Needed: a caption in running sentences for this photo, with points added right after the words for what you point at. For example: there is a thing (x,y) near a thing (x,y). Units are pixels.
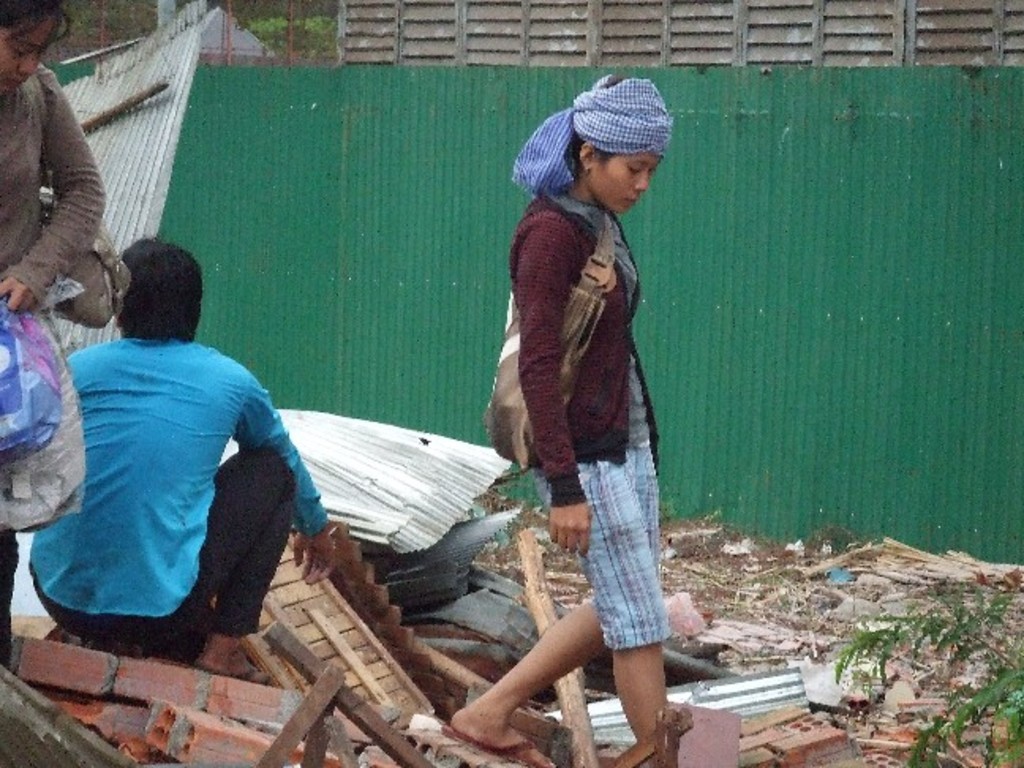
In this image I can see three persons (586,539). In front (603,528) the person (599,431) is wearing brown and white color dress (587,488) and the person (273,448) at left (256,443) is wearing blue and black color dress (204,463) and I can see few wooden objects (570,687). In the background (289,72) I can see the shed (282,121) in green and gray color, few plants (312,30) in green color.
